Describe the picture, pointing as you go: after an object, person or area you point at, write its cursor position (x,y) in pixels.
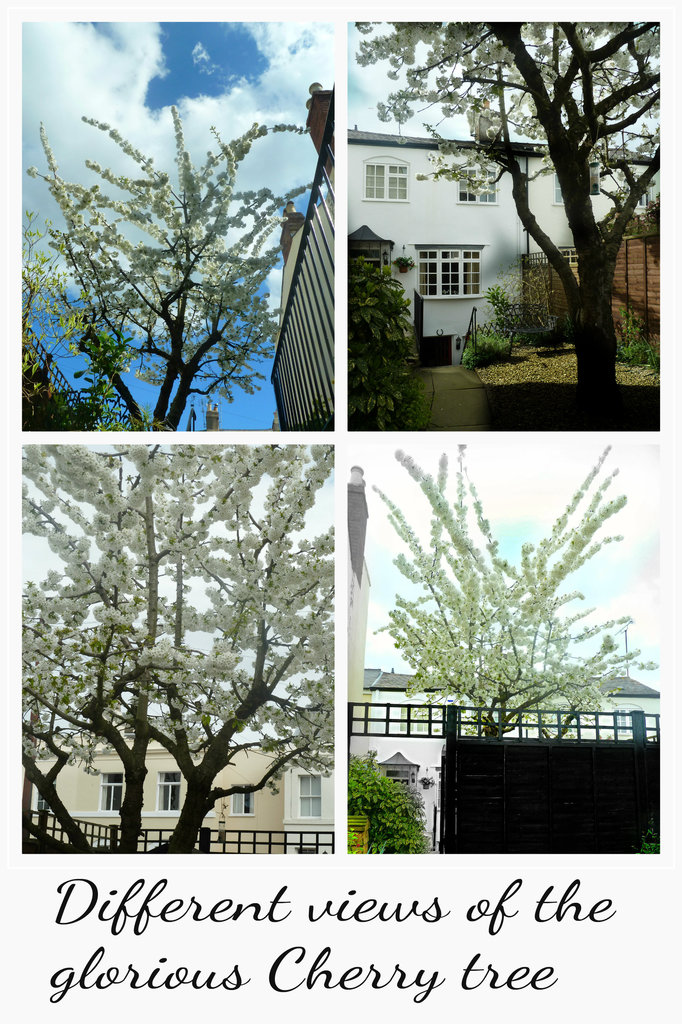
It is a collage picture. In the image we can see the sky (183,67), clouds (127,80), buildings (350,568), trees (194,362), windows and railings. At the bottom of the image (322,970), we can see some text (238,973).
